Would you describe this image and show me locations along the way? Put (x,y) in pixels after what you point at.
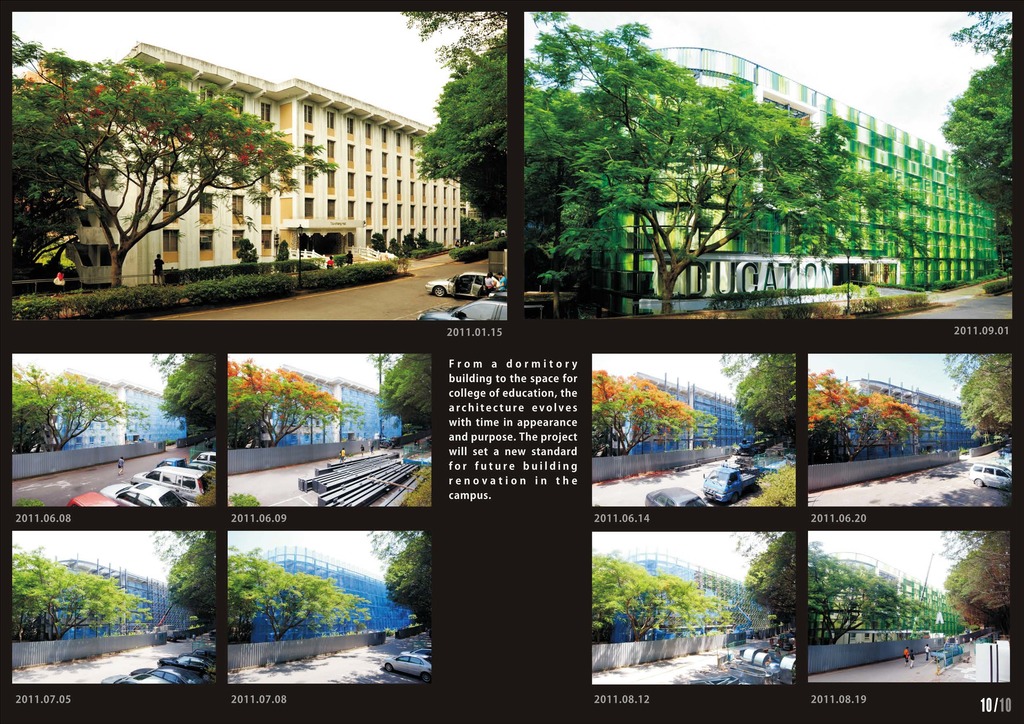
This picture describes about collage of few images, in this we can find few buildings (259,217), trees (531,116), vehicles (485,295), few people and some text (512,379).
